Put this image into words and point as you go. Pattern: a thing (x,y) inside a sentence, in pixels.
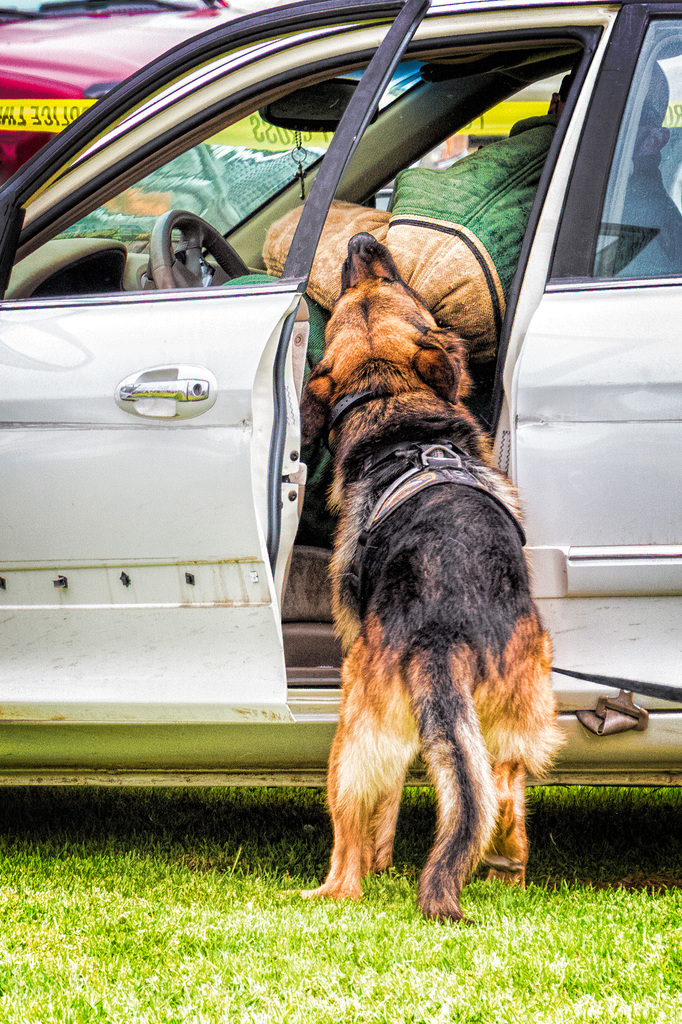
In this image we can see a dog (382,428). And we can see vehicles (287,458) such as cars (266,364). And we can see one person (404,192) in the vehicle (223,149). And we can see the grass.
